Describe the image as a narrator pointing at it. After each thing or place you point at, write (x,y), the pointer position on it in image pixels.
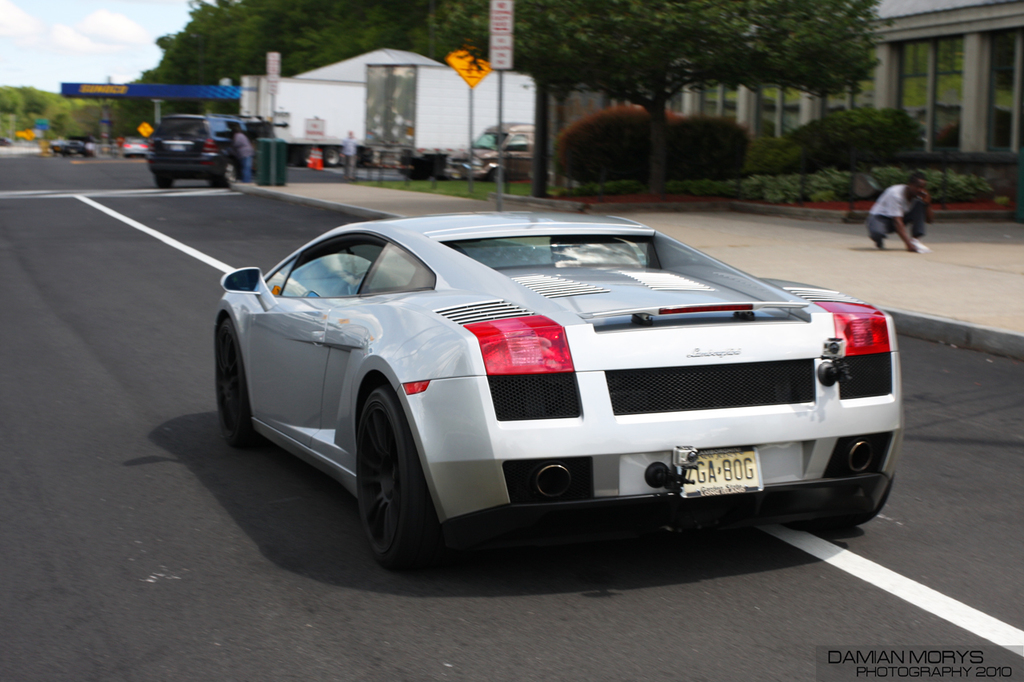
In the image there is a road (586,552), on the road (586,552) there are vehicles (530,352) and behind the road (646,559) there are trees (628,99) plants (625,123) and some other constructions (398,61).
